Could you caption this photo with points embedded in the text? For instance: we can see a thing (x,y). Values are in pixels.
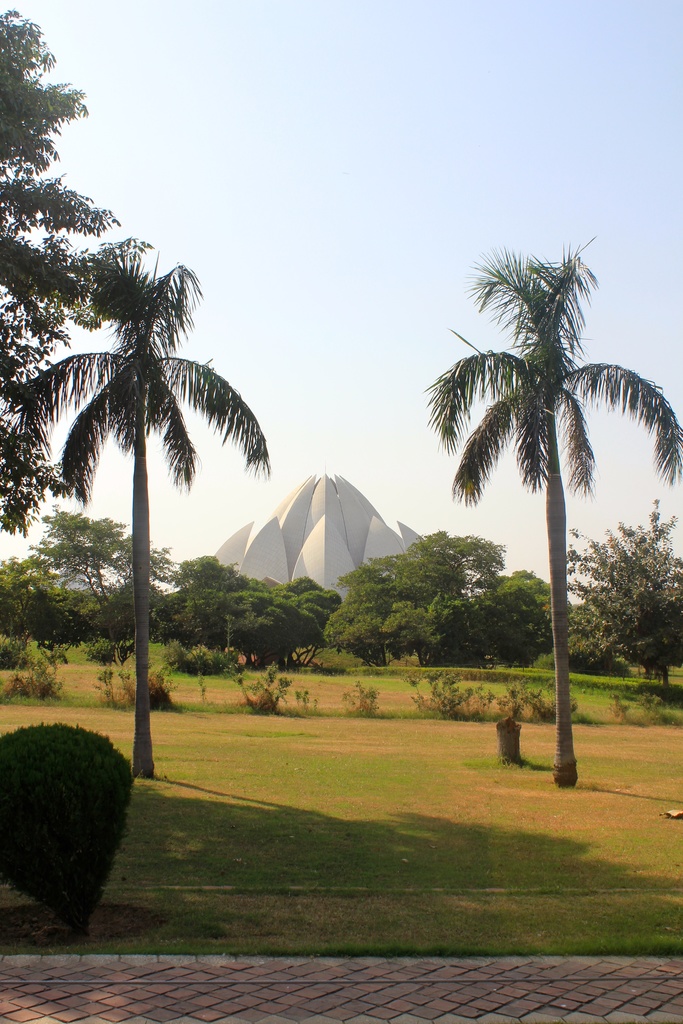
In this image we can see a monument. We can also see some trees (457,636) around it, grass (337,795), shrubs (93,867) and a pathway (305,976). On the backside (329,420) we can see the sky (360,402) which looks clear.
